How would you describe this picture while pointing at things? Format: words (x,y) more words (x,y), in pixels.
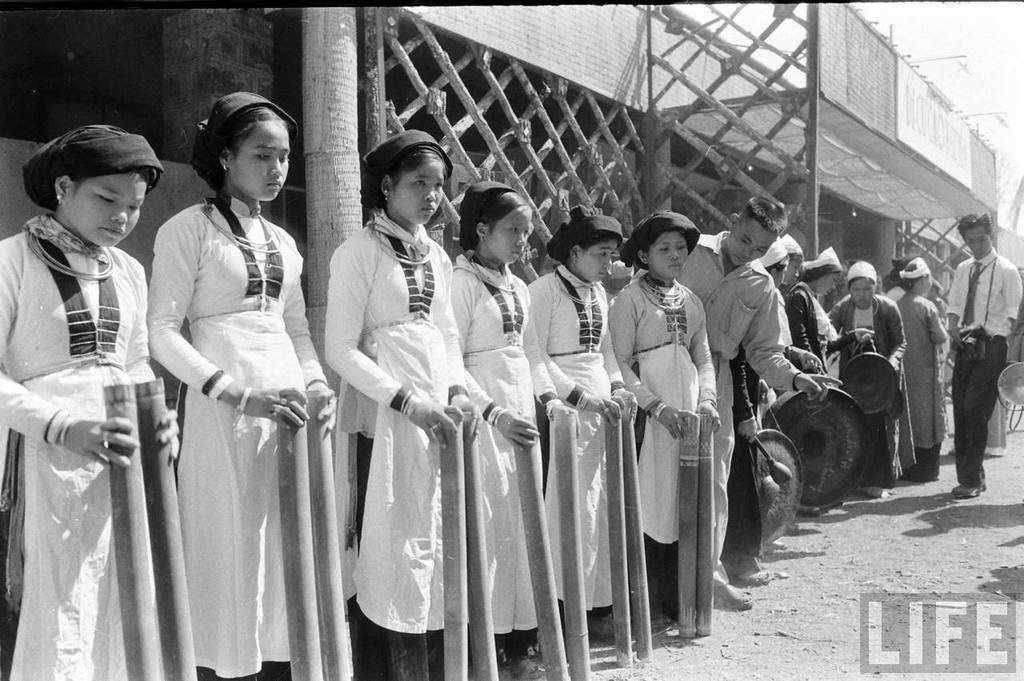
There are girls (401,354) in the foreground (454,331) holding bamboos (326,449) in their hands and there are people (859,330) on the right side (966,312), there is a wooden structure (606,96), poster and sky (966,93) in the background area (841,104), there is text (878,623) at the bottom side (943,611).
